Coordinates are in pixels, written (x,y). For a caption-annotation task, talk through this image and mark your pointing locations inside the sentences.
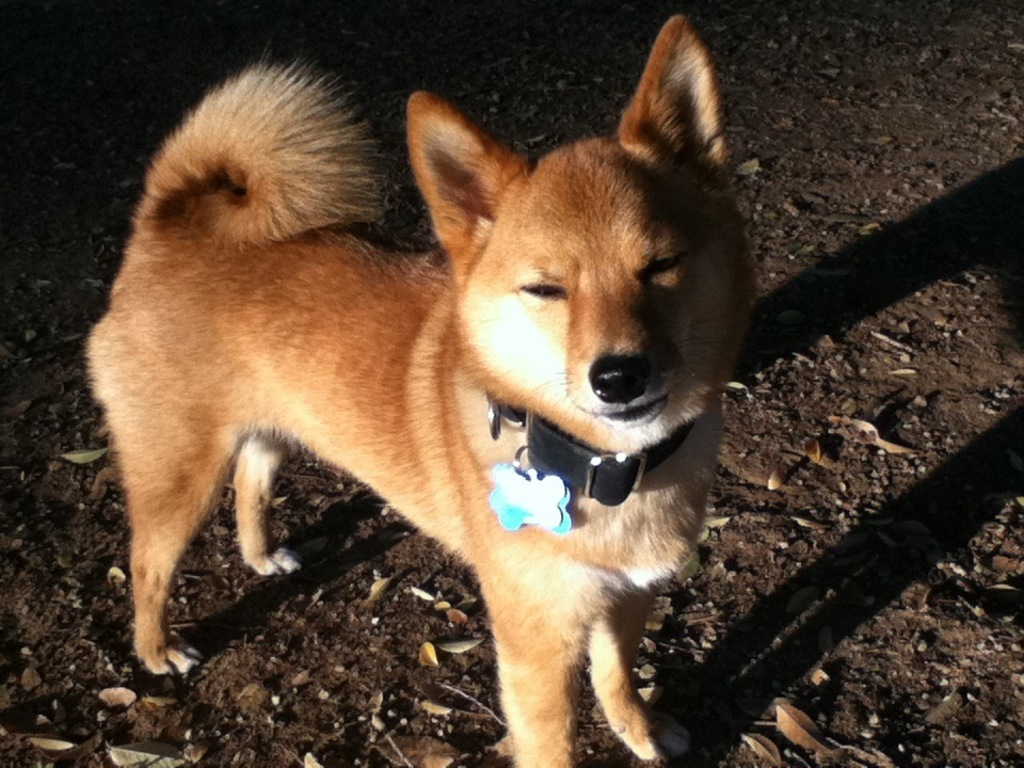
In this picture, we see a brown dog (553,341) and the collar (561,455) of the dog (570,432) is in black color. At the bottom (305,625), we see the road (806,561) and the dry leaves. On the right side (765,628), we see the shadow (980,208) of the dog (509,565).
